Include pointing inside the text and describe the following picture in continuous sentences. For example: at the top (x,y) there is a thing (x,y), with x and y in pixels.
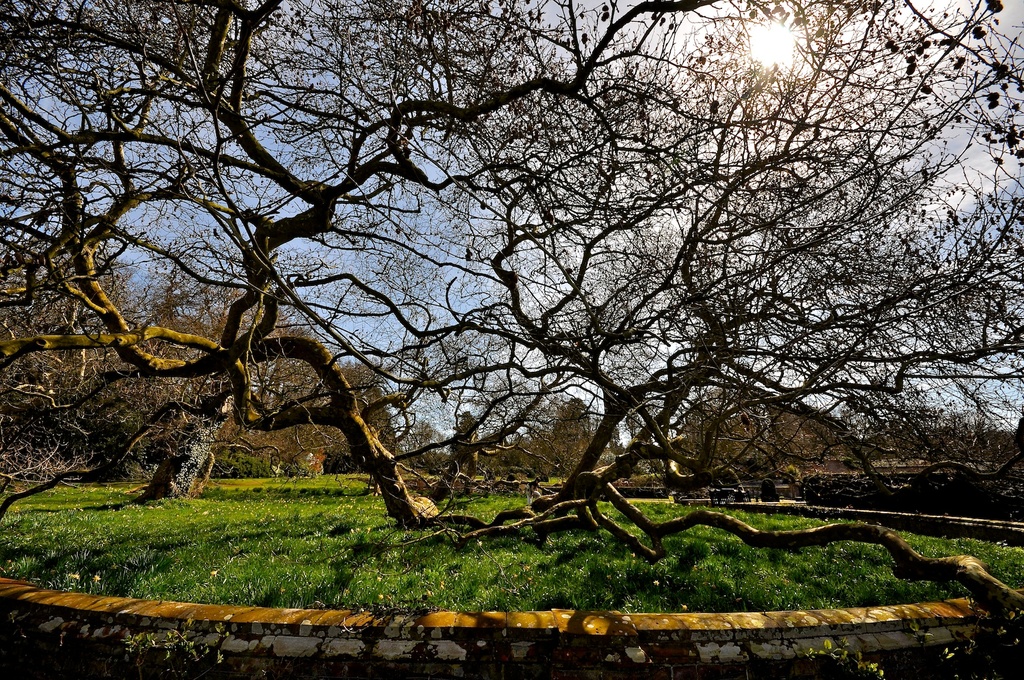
In this picture we can observe some trees (582,293). There is some grass (204,557) on the ground (454,590). In the background (765,36) there is a sky (749,66) and we can observe a sun (755,54).
